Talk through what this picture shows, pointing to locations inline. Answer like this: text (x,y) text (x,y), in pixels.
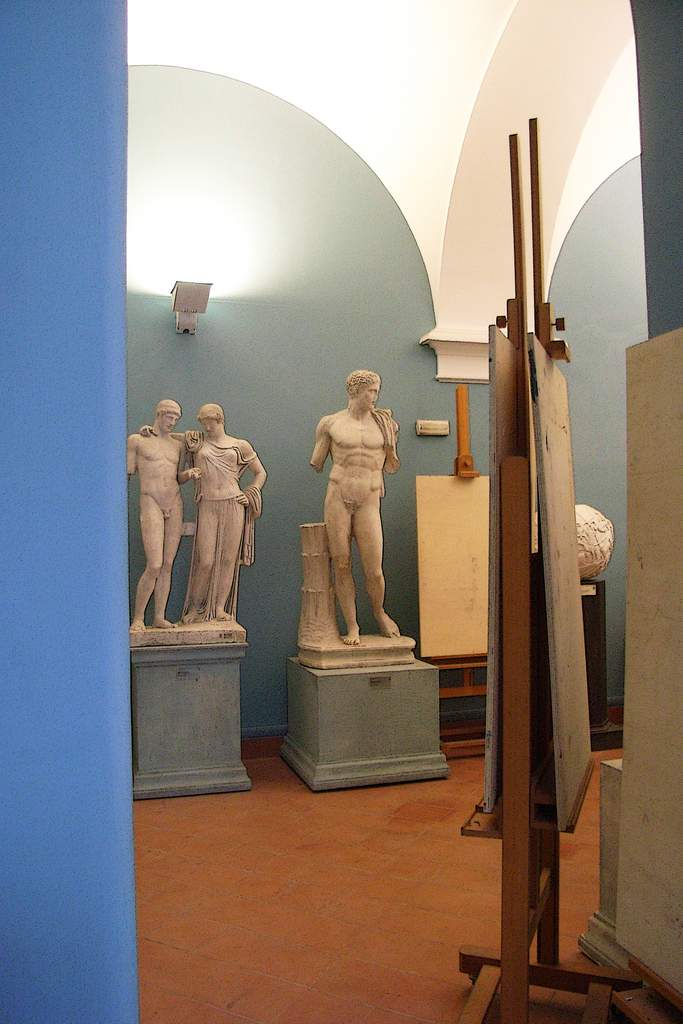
Here we can see sculptures (336,635). This is floor (409,895) and there are boards (490,525). In the background (156,128) there is a wall (426,303) and this is light (191,292).
